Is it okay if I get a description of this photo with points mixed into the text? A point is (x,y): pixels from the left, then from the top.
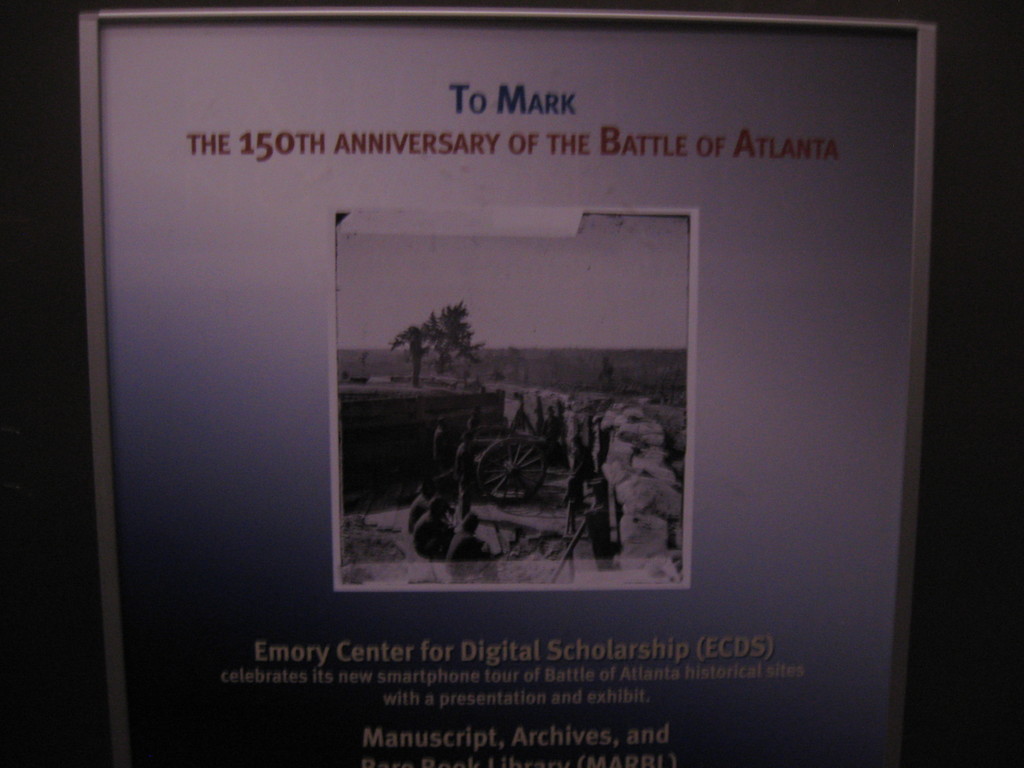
In this image I can see a notice paper (702,195), on the notice paper (275,169) I can see text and person (443,511), trees images (438,333).
